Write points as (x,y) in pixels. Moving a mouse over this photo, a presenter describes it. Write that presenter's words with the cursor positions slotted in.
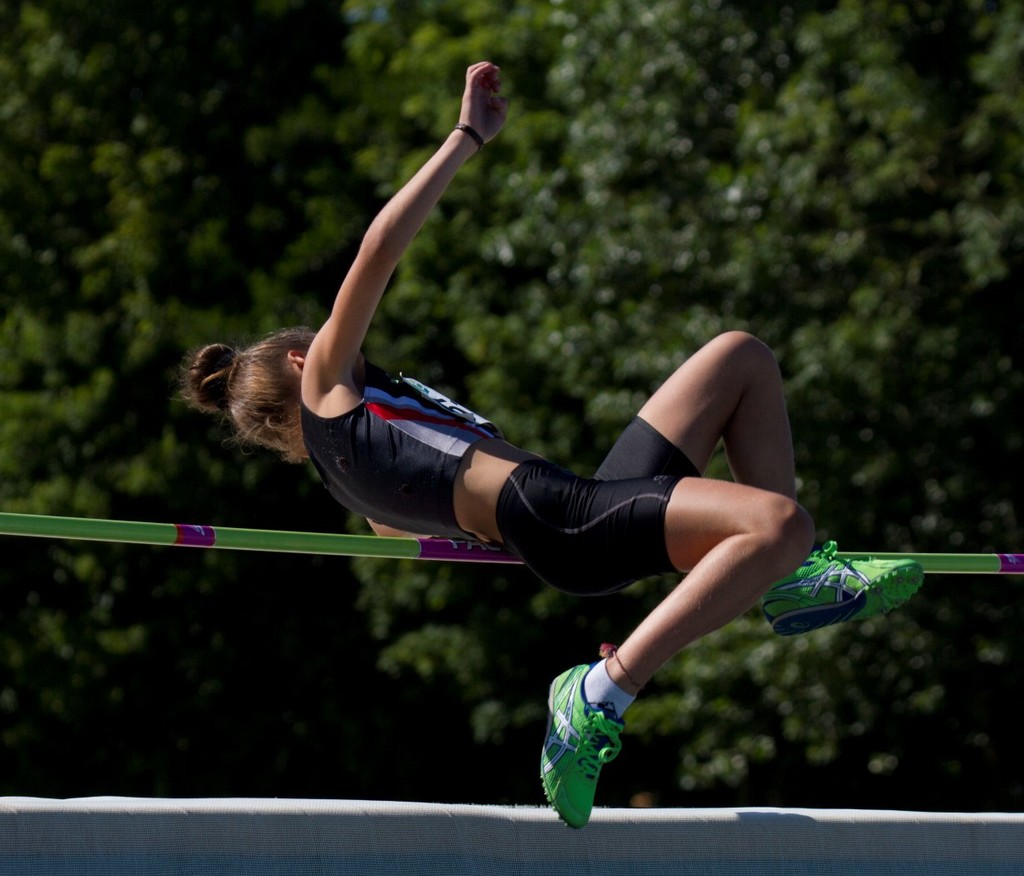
In the center of the image (353,537), we can see a stick (319,535) and there is a person (595,500) jumping and in the background (641,182), there are trees (689,286). At the bottom (378,829), there is board (336,807).
